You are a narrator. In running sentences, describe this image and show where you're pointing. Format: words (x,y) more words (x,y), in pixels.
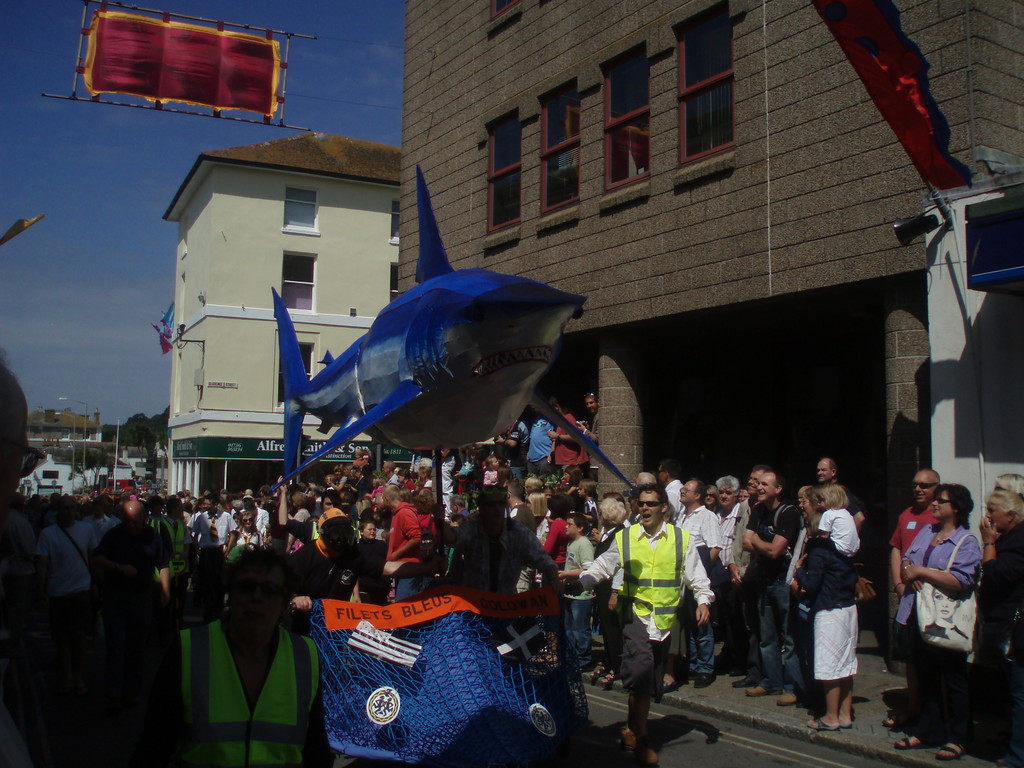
This picture is clicked in the city. In this picture, we see people (666,563) are walking on the road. Beside them, we see people (733,562) standing on the footpath (891,726). In the middle of the picture (420,404), we see a blue color shark puppet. On the right side (700,260), we see buildings (720,268) and a flag (894,71) in red color. There are trees (118,428) and buildings (90,431) in the background (150,434). At the top of the picture (87,150), we see the sky (78,122) and a banner (158,87) in red color.
